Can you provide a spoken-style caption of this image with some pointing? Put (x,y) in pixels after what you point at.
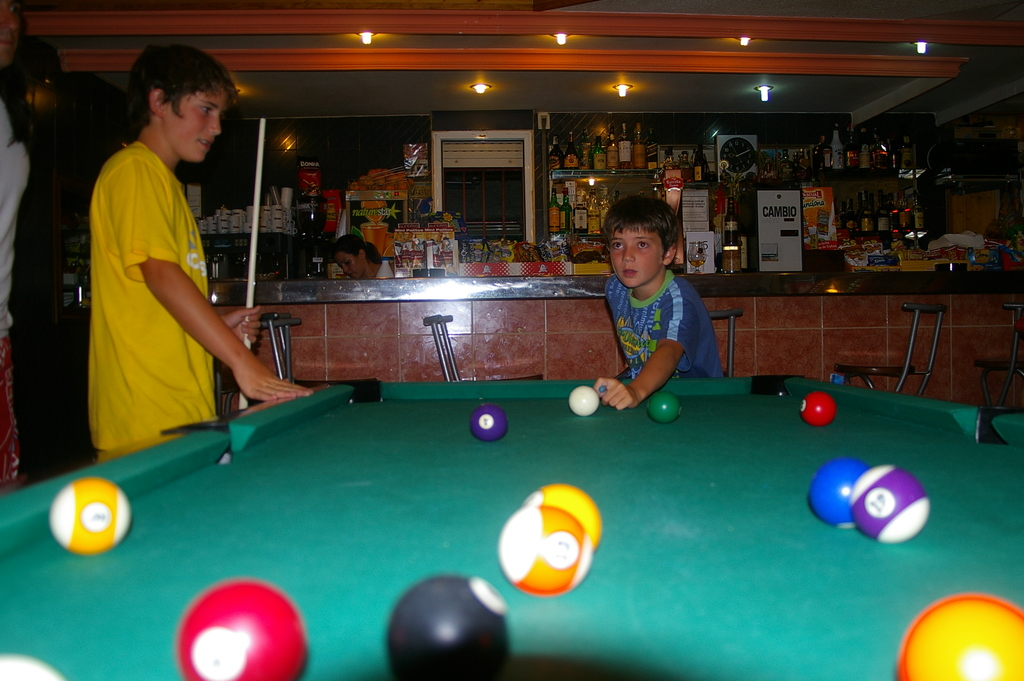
At the bottom of the image (446,522) there is a billiard board (604,550). There are balls (555,501) placed on a board (927,550). There are two boys (632,397) standing next to the board (632,413). In the background (505,305) there is a counter (333,293). There is a lady (389,269) sitting in a counter (371,283). There are many glass bottles (589,221) placed in the shelves (884,171). On the top (369,45) there are lights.
